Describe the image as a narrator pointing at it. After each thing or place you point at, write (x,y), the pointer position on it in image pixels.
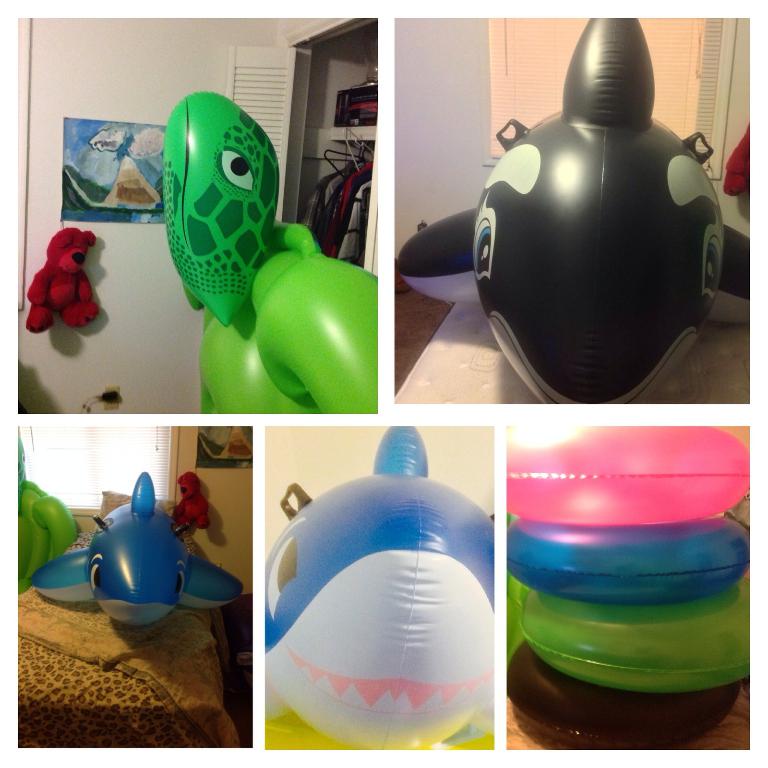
This picture is a collage of five images. In these images I can observe inflatables (463,648) of different colors.
